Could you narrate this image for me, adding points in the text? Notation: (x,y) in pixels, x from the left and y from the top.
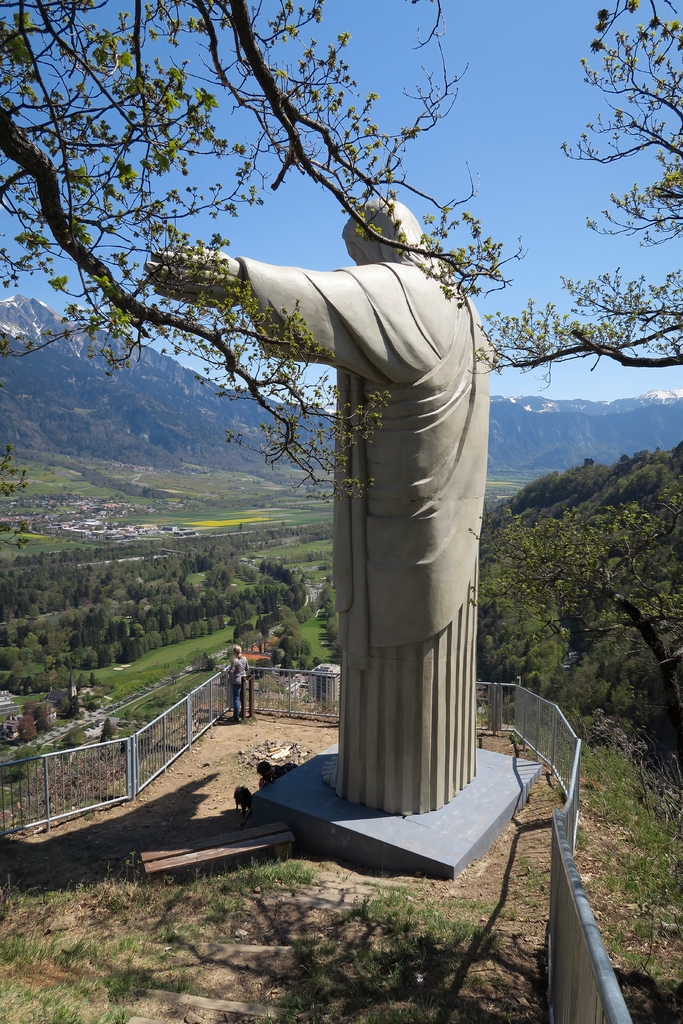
In this image we can see a statue (413,690), a person (243,662) standing near the railing (616,1000) on the ground (330,879) and branches (320,139) of tree (471,272) near the statue (475,435) and in the background (105,618) there are few trees (157,594), grass (79,490), mountains (176,407) and the sky (489,147).
